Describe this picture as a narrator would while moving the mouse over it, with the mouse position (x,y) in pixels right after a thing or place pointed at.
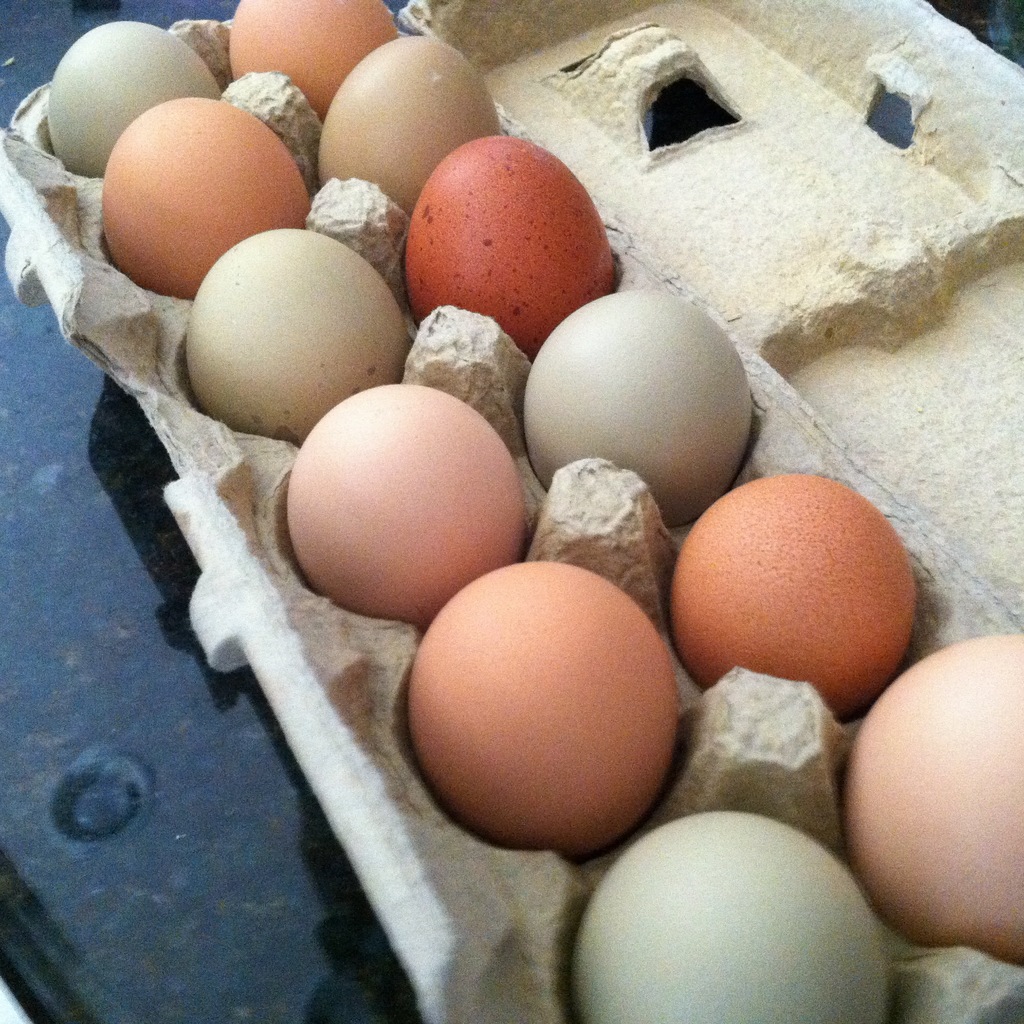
In this image we can see eggs (759,873) in a tray (994,992). At the bottom of the image (215,938) there is a black color surface (166,900).
